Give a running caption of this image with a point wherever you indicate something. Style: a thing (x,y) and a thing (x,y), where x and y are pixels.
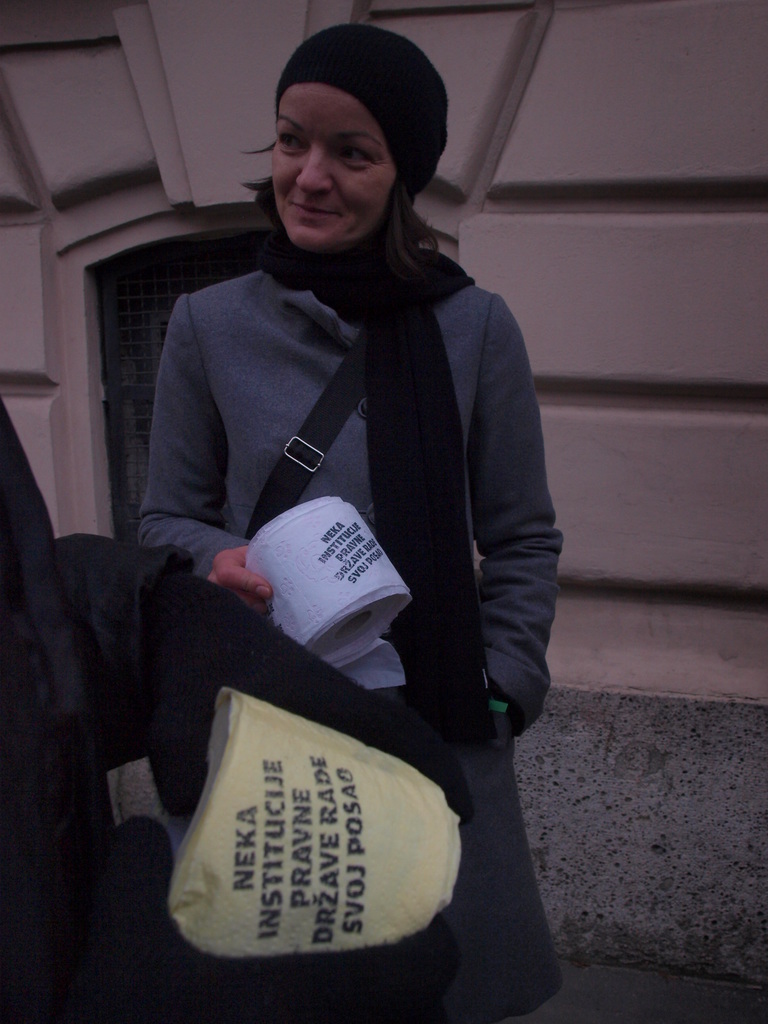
In this image there is person (375,446) standing and holding an object (329,587), there is a person (81,694) truncated towards the left of the image (89,761), at the background of the image (221,126) there is a wall (629,227) truncated.
